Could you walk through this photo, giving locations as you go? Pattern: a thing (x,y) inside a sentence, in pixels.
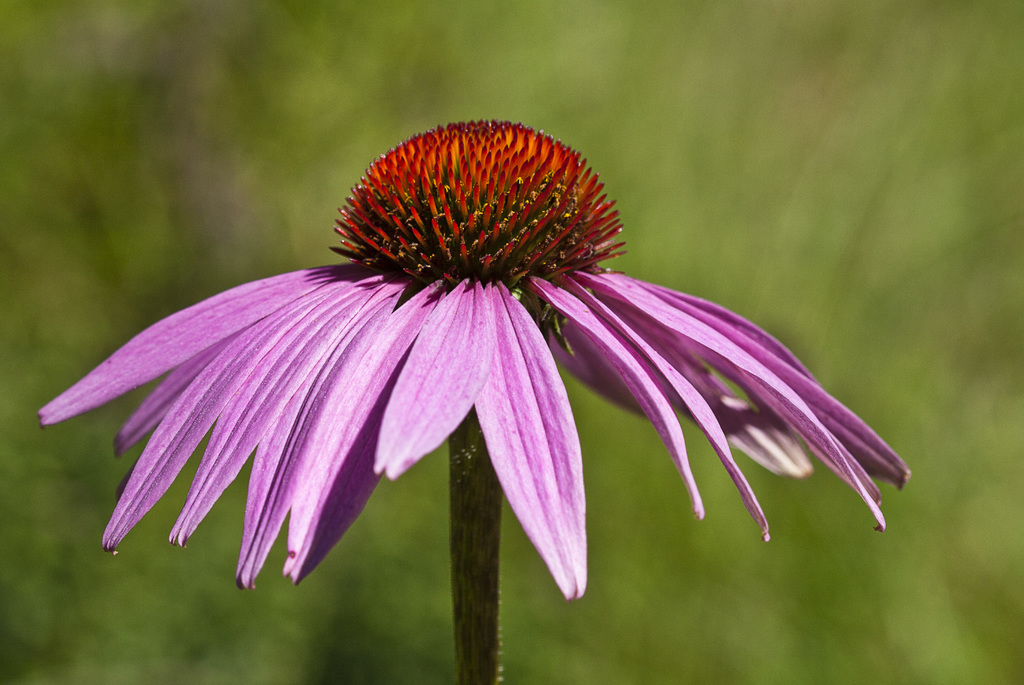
In this image I can see a flower (371,362) which is pink, red, orange, green and yellow in color. I can see the blurry background (399,117) which is green in color.
